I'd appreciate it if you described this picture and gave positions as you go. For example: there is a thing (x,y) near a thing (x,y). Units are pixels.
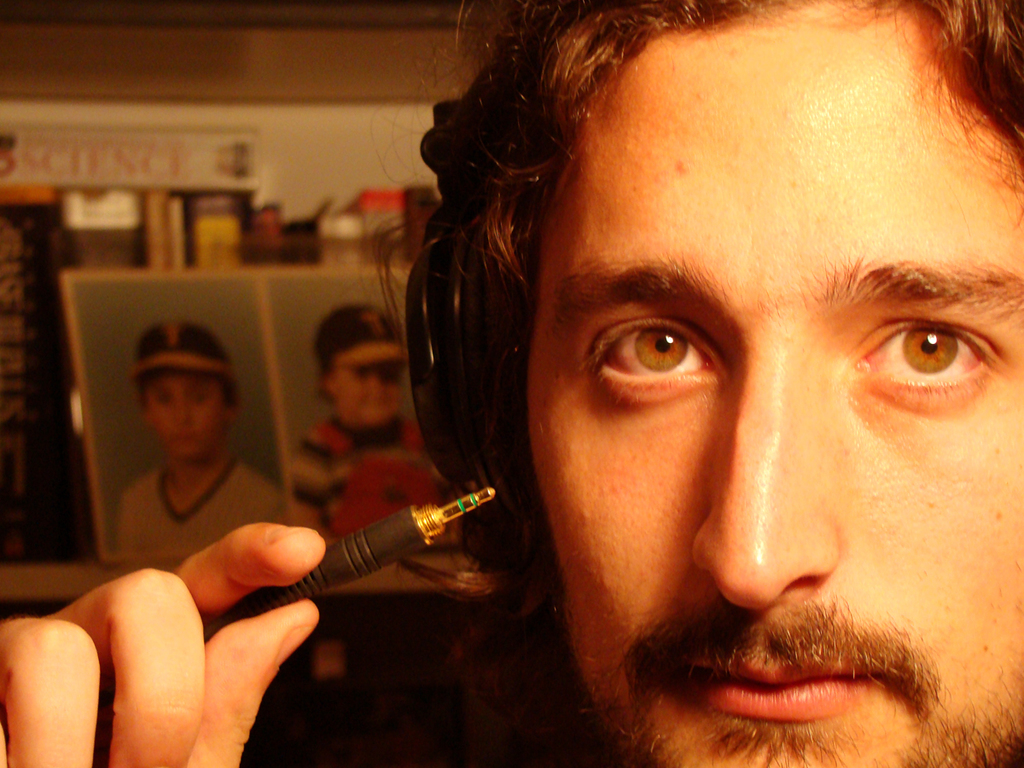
In this image, I can see a person (271,611) holding a jack pin (290,594) in his hand (251,576). In the background (227,484), I can see a photo frame (112,359) and books (39,227) on a table (167,562).
